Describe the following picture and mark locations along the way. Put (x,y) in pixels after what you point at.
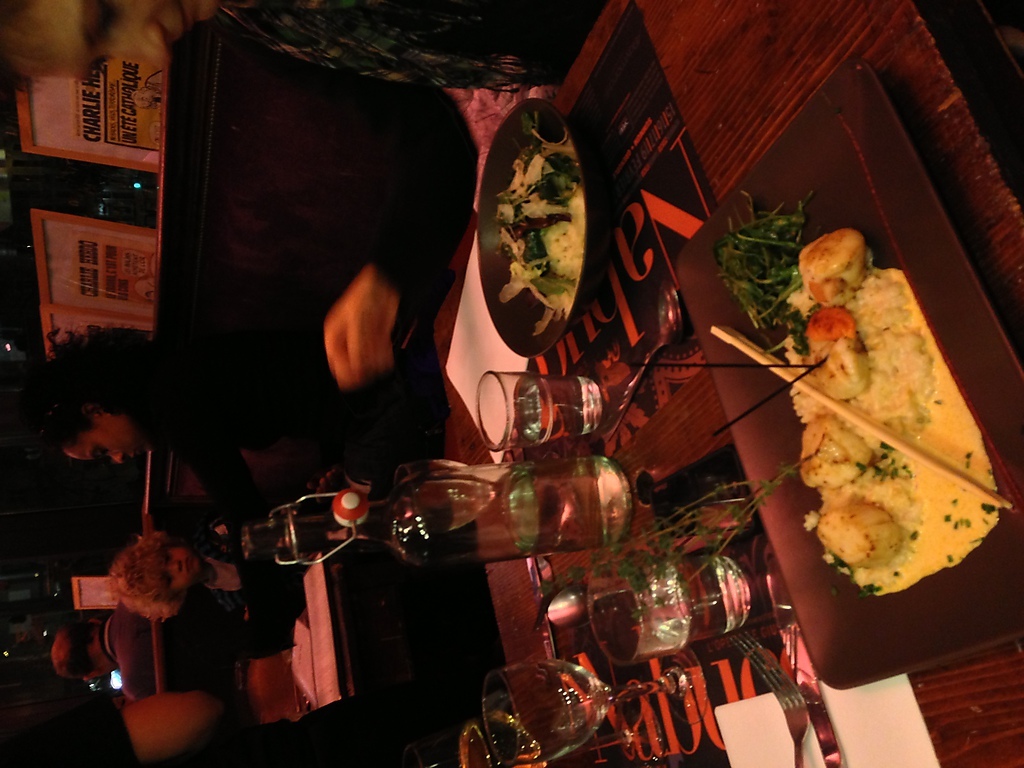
In this image we can a bottle (568,532), glasses (488,735), table (985,736), food items (923,374), plates (606,270), chopsticks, fork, spoons (555,621), people (420,716), boards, and papers (475,363).
